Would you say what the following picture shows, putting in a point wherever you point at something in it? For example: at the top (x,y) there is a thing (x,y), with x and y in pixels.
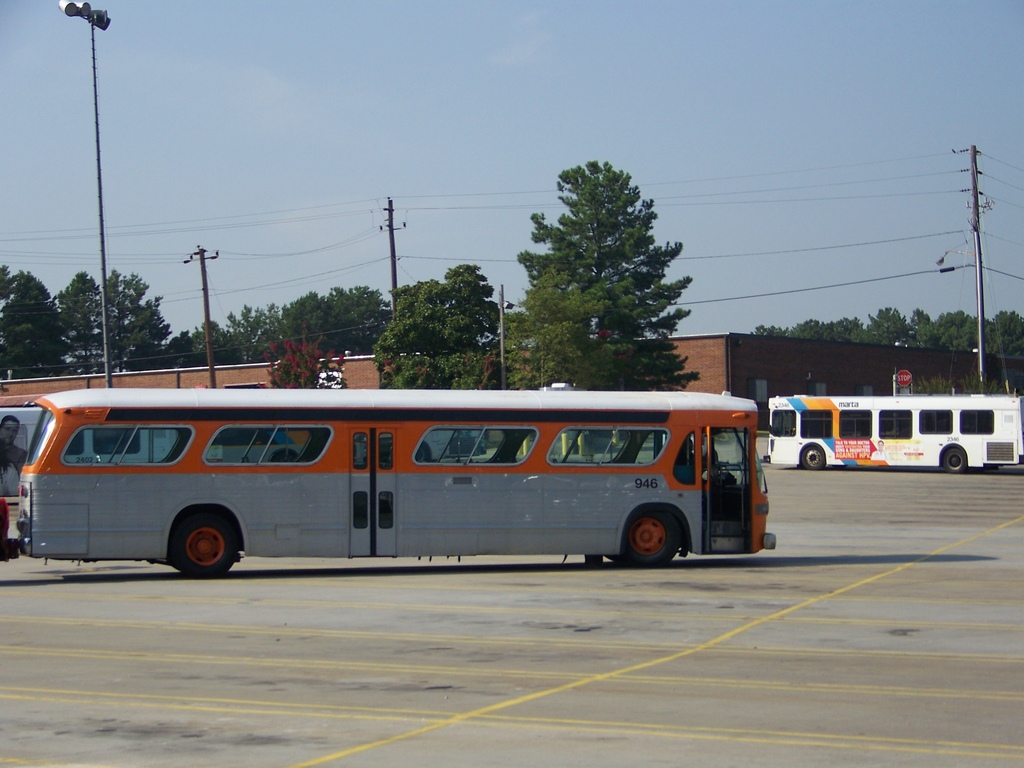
In this picture i can see many buses (615,494) on the road (805,589). In the background (842,354) i can see the building (935,354), electric poles (982,362), electric wires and many trees (44,314). At the top (478,83) i can see the sky (380,60) and clouds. On the right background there is a sign board (900,377) near the fencing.
